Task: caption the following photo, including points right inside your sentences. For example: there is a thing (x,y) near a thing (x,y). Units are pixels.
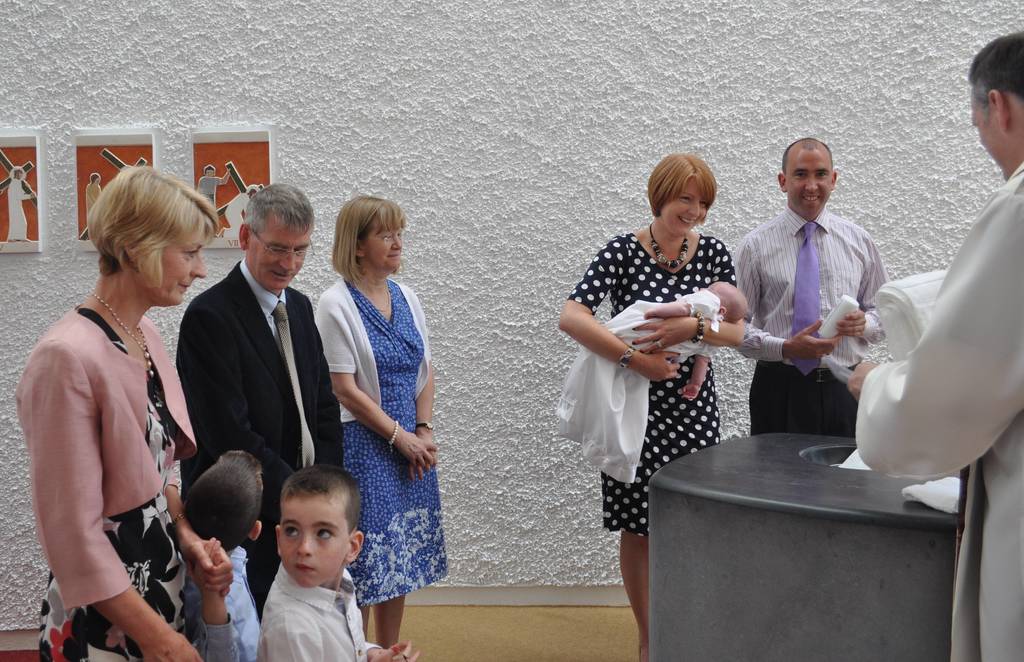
In this picture we can see a group of people (360,355) standing on the floor (509,620) and a woman (600,297) carrying a baby (707,305). In front of them we can see an object (727,615) and clothes (888,302). In the background (730,392) we can see three boards (21,145) on the wall (481,171).
